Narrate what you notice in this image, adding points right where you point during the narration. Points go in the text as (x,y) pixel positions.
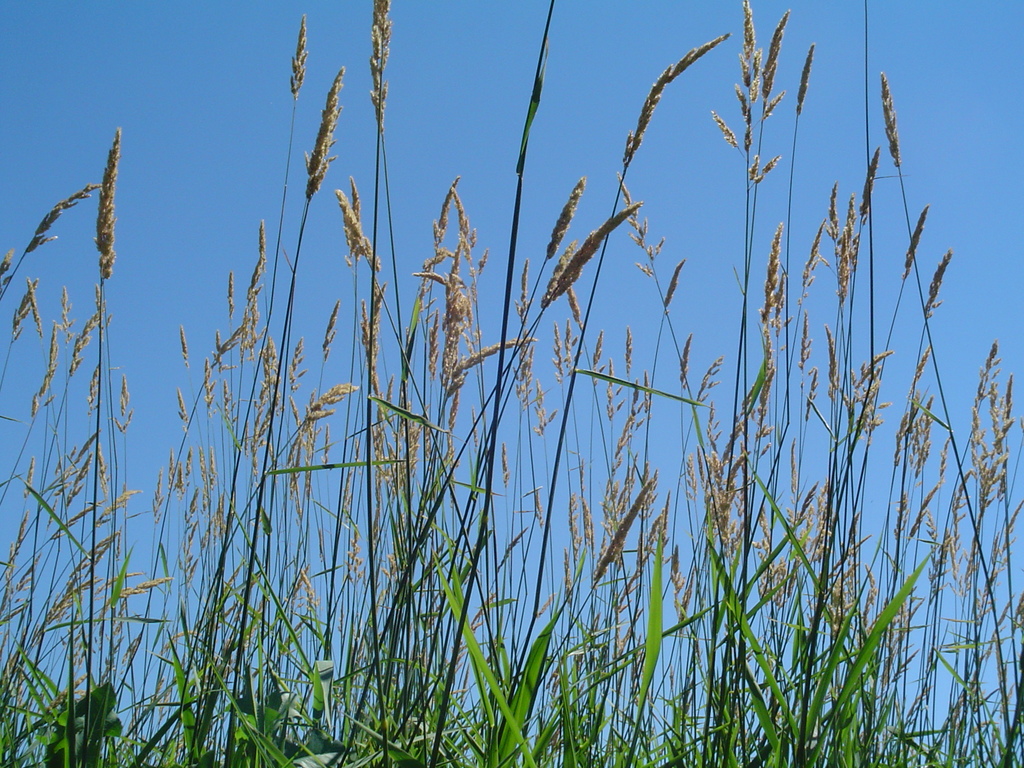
This picture is clicked outside. In the foreground (492,471) we can see the plants (260,735) and the green grass (248,740). In the background (681,171) there is a sky (498,296).
